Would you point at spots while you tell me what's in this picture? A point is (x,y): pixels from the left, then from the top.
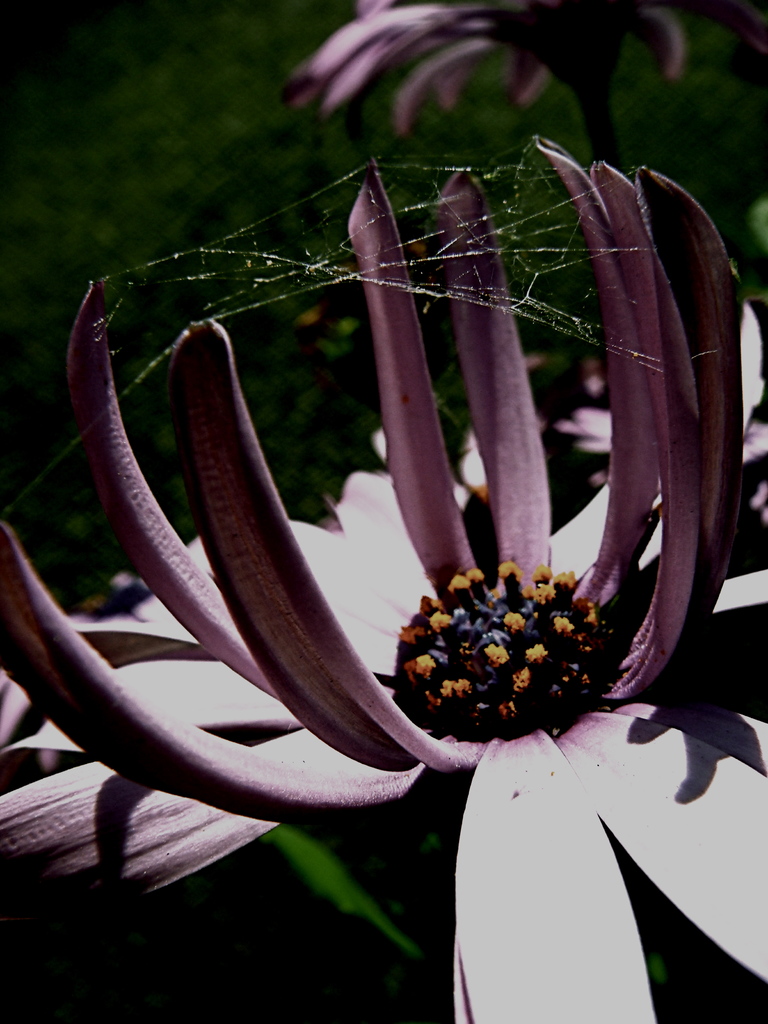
In this image, we can see two flowers (508,847), there is greenery (344,123) in the background (289,176).
